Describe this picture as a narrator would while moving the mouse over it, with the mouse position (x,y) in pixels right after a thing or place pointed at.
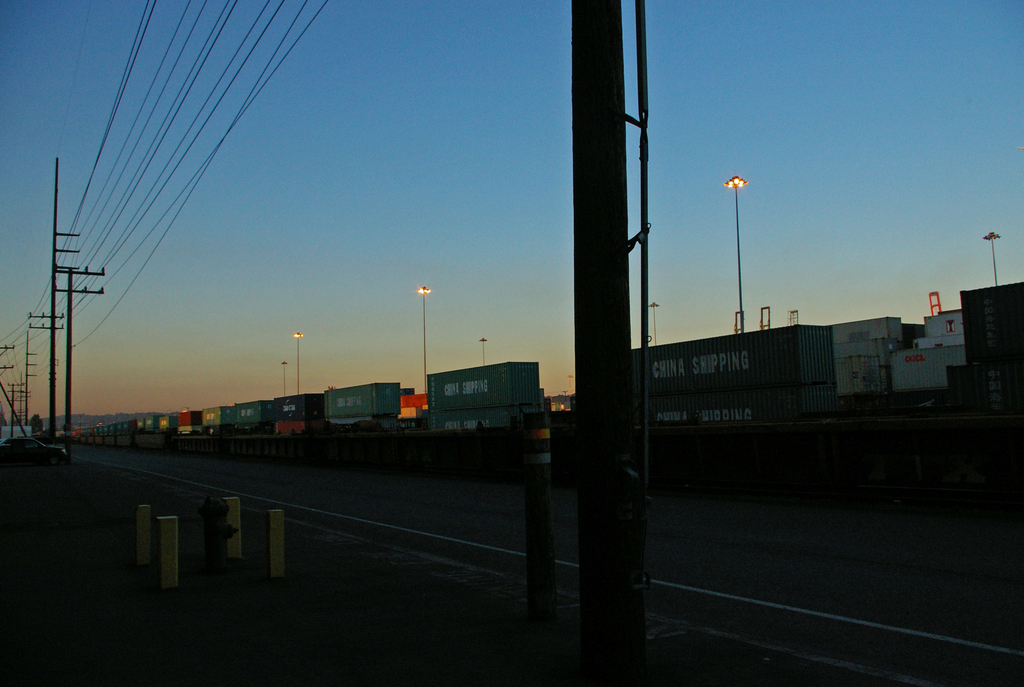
In this image, we can see so many containers (971,312), road (719,590), pillars (233,543), hydrant (211,516), poles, vehicle (25,461), wires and lights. Background (176,225) there is a clear sky (383,200).
